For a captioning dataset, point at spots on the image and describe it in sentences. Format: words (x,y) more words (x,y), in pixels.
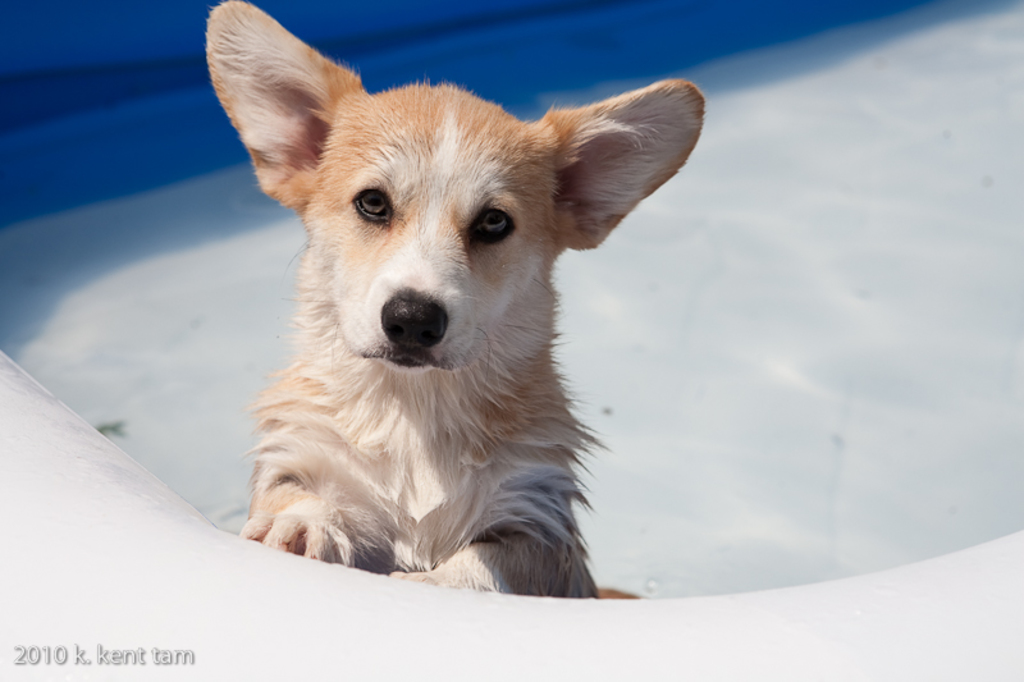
A dog (460,348) is looking forward. Bottom of the image (155,654) there is a watermark (127,654). Background (687,283) it is in white and blue color.
